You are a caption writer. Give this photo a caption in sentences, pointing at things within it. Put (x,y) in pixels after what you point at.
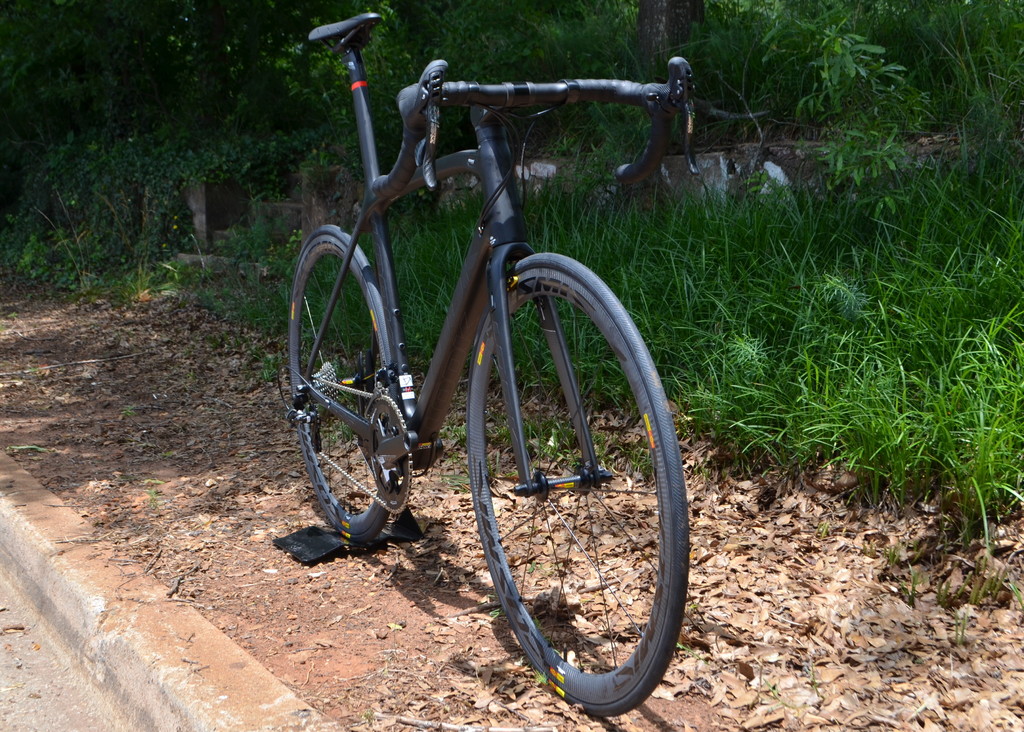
In this image I can see the bicycle (336,506). In the background (576,361) I can see the grass (722,411) and many trees (80,88).
